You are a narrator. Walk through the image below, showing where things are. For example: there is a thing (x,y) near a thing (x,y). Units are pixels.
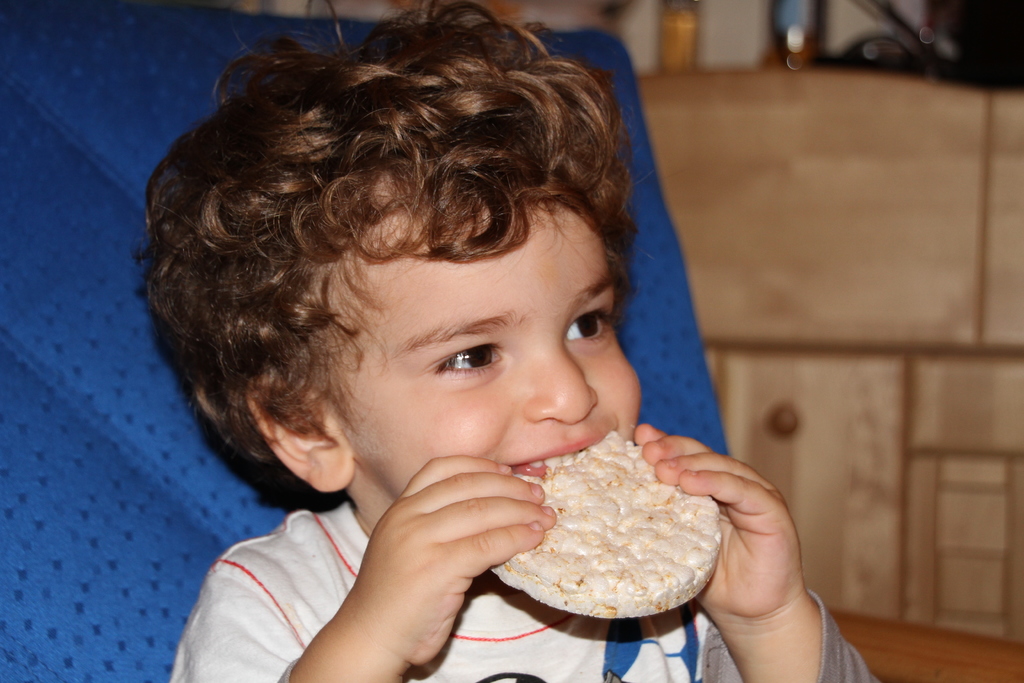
In this image there is a little boy (476,449) eating something and he is sitting on the couch (28,530), looking to the right side of the image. The background (728,3) is blurred.
